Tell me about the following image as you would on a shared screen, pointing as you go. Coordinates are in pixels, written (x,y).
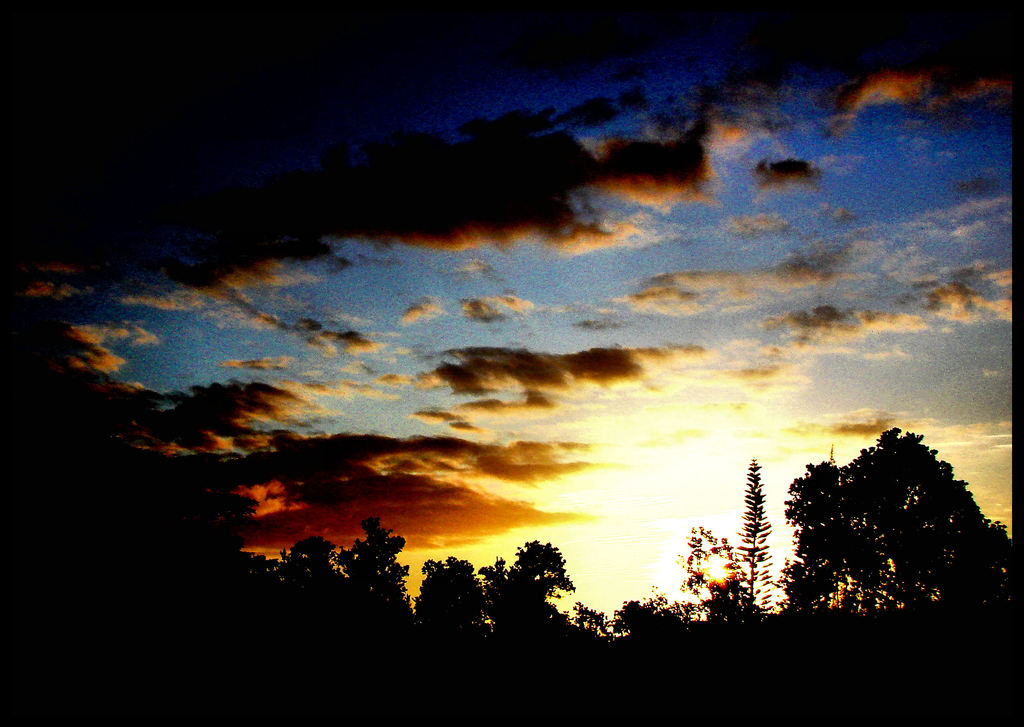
In this image I can see many trees (376,627). In the background (477,340) I can see the clouds (504,243) and the sky (387,301).
